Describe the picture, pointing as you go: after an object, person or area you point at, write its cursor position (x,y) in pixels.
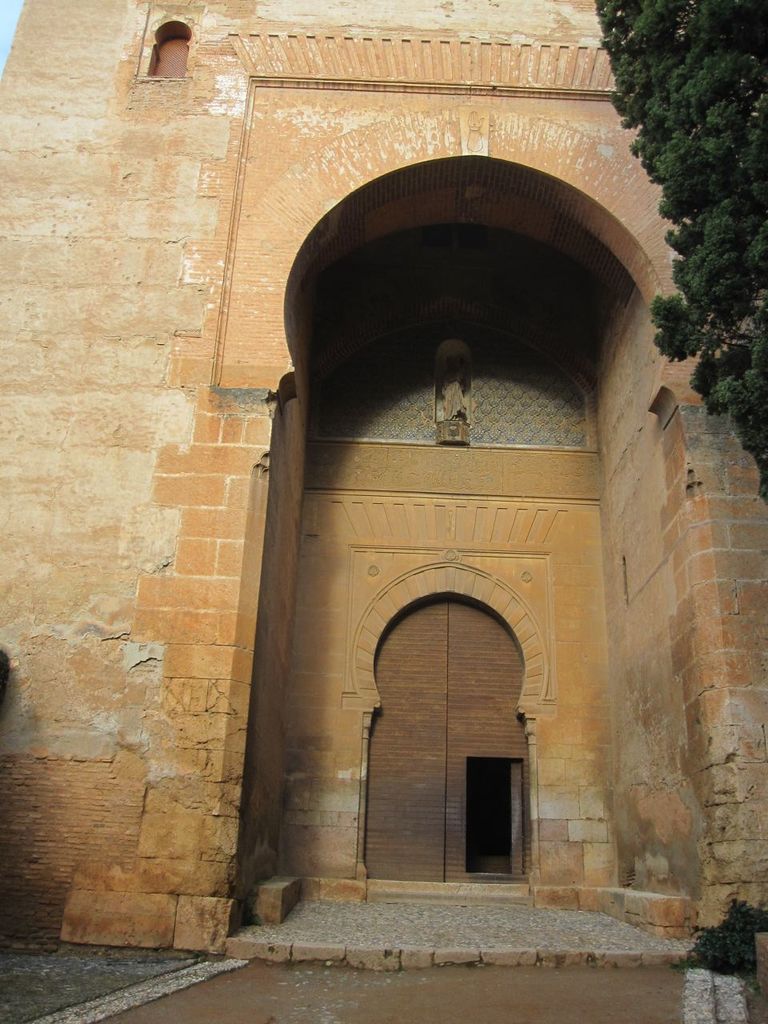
This image consists of a building (347,656). It has a door (405,804). There is a tree (708,93) on the right side (706,74).
